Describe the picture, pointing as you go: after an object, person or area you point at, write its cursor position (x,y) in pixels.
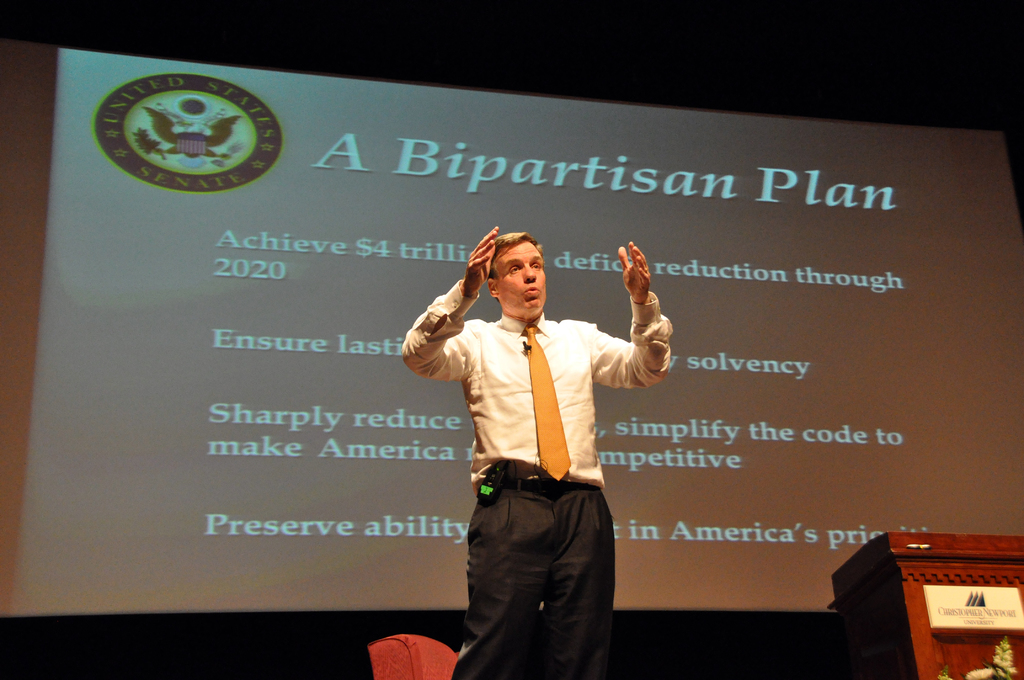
As we can see in the image there is screen (244,315) and a man (557,430) wearing white color shirt (529,413). On screen (278,298) there is something written.
